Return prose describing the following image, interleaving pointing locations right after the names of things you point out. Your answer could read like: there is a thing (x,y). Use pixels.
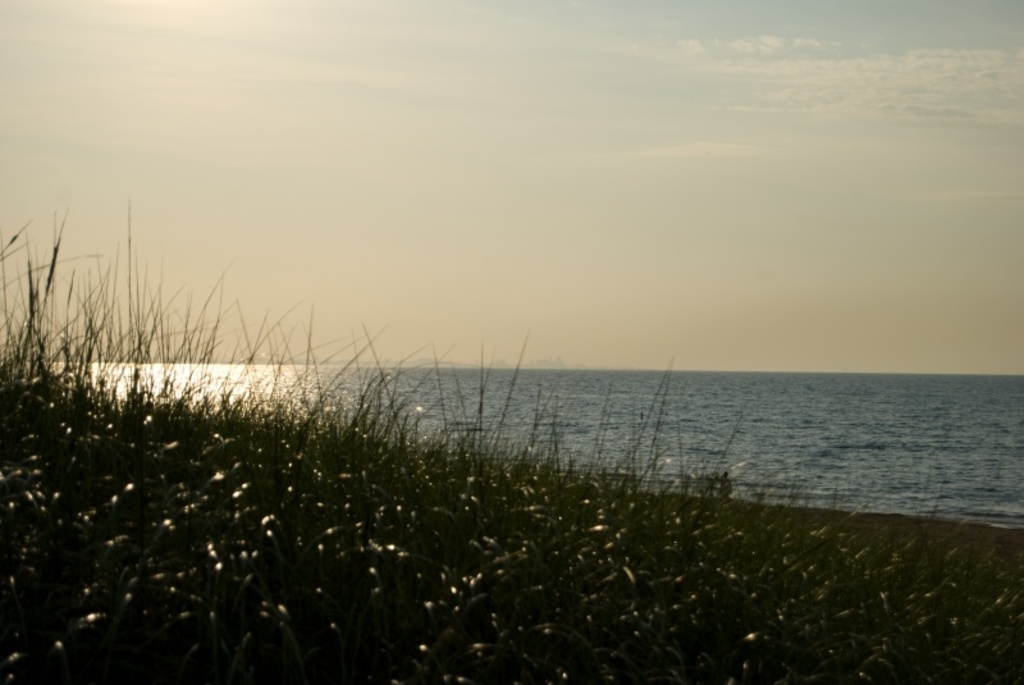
In this image I can see grass (422,487), water (544,449) and the sky (637,202). This image is taken may be near the ocean (375,380).
